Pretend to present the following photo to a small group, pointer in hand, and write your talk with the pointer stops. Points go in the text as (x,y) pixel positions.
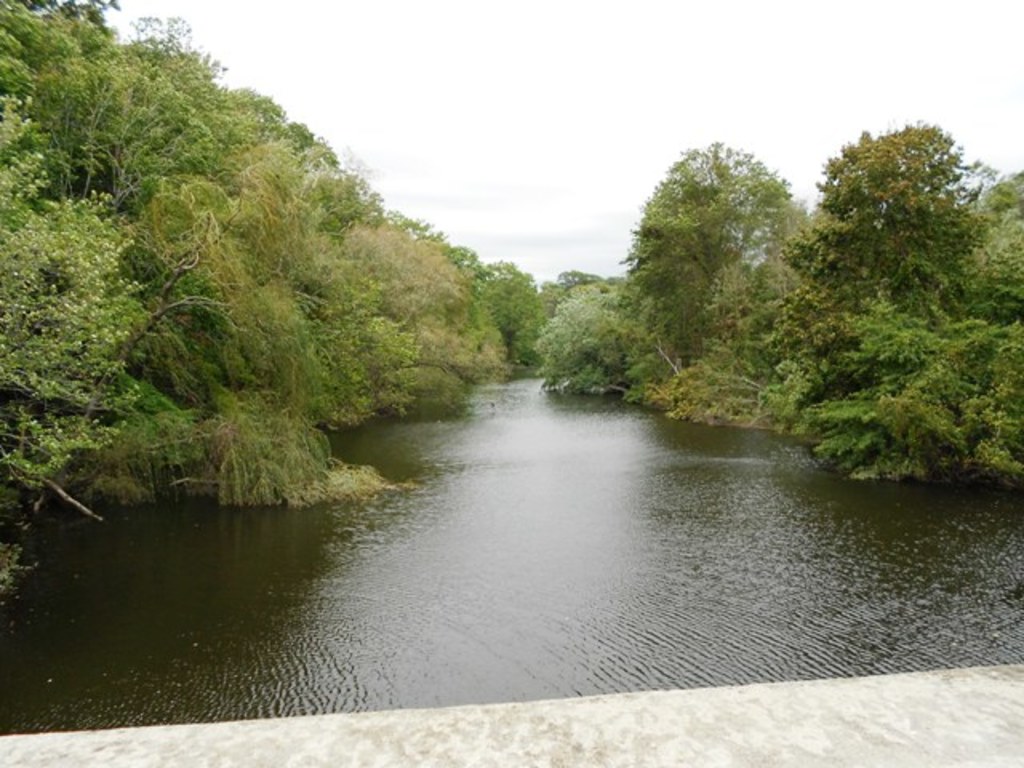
This looks like a river (444,547) with the water (480,459) flowing. These are the trees (333,298) with branches (228,395) and leaves (370,319). This looks like a concrete wall (741,767).
